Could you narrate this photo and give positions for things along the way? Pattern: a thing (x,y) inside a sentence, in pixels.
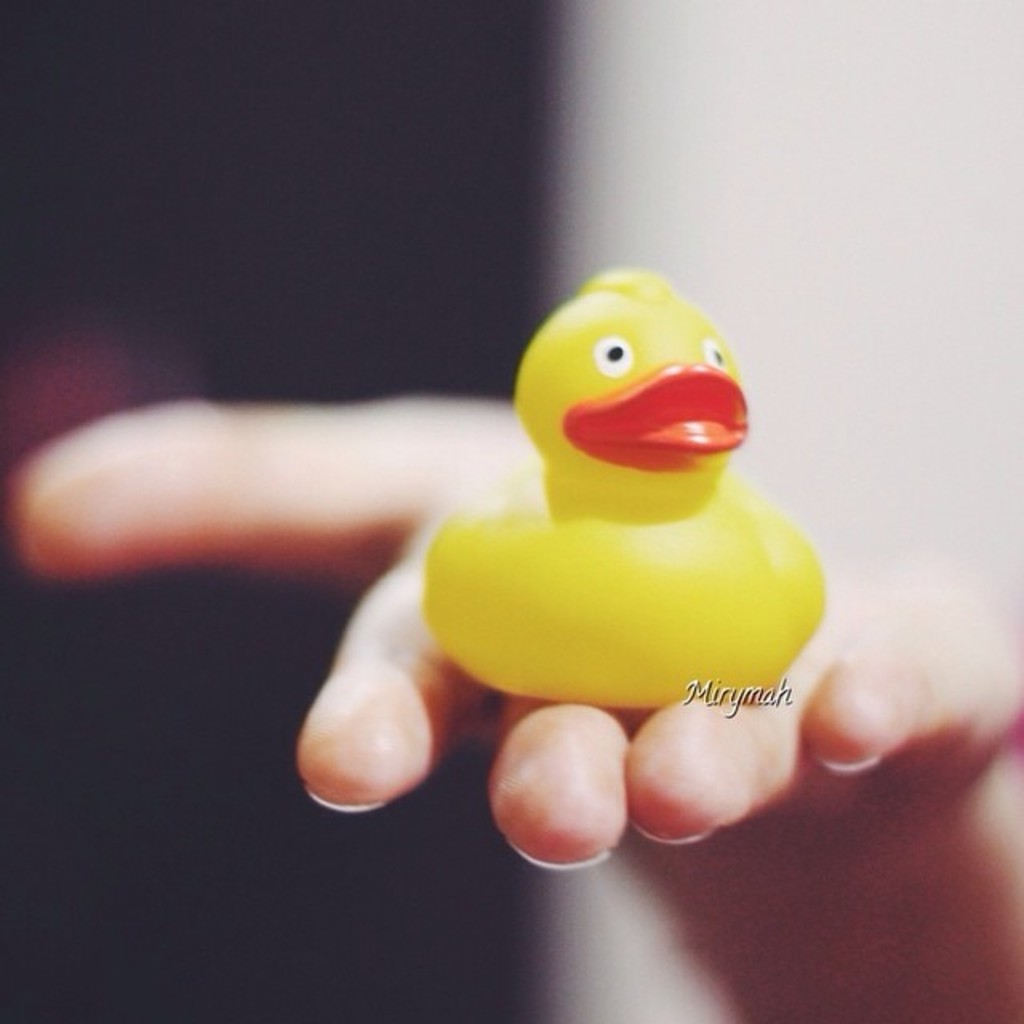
In this picture there is a toy (643,647) on the hand (849,675) of the person (894,668) which is visible in the center (490,594) and the background (379,242) is blurry.
